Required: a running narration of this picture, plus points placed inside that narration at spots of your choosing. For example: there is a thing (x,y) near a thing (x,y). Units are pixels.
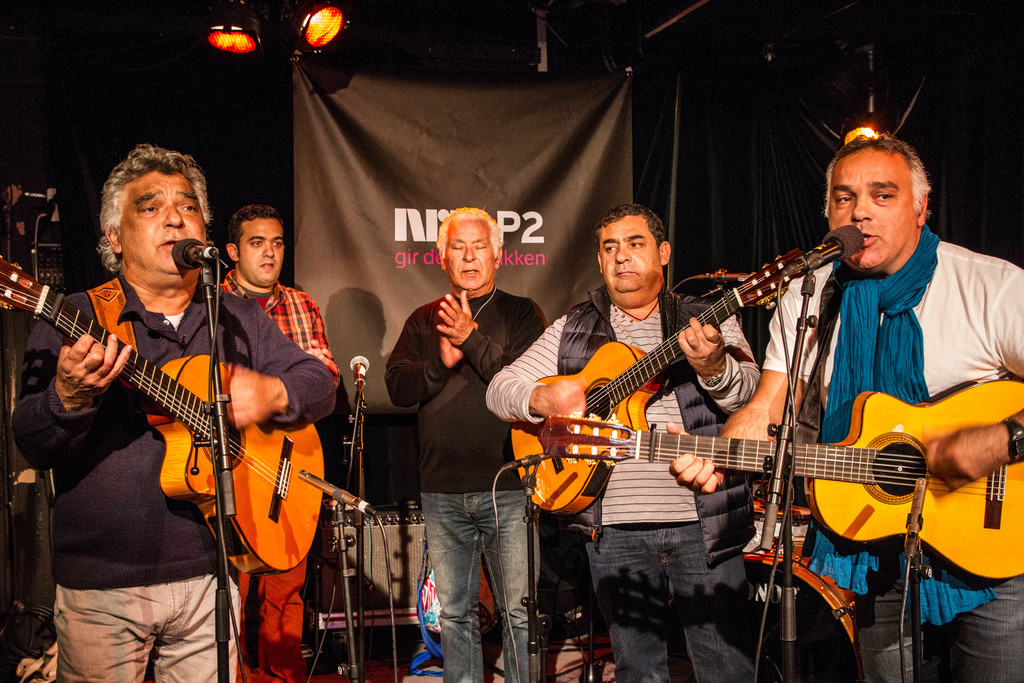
In the picture we can see a five men (732,367) are standing and three holding guitars (783,283). One person (189,210) is holding and playing the guitar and singing. The other person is holding a guitar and singing a song in a microphone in the background (211,174) we can see a black curtain (801,209). And in the ceiling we can see three lights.
